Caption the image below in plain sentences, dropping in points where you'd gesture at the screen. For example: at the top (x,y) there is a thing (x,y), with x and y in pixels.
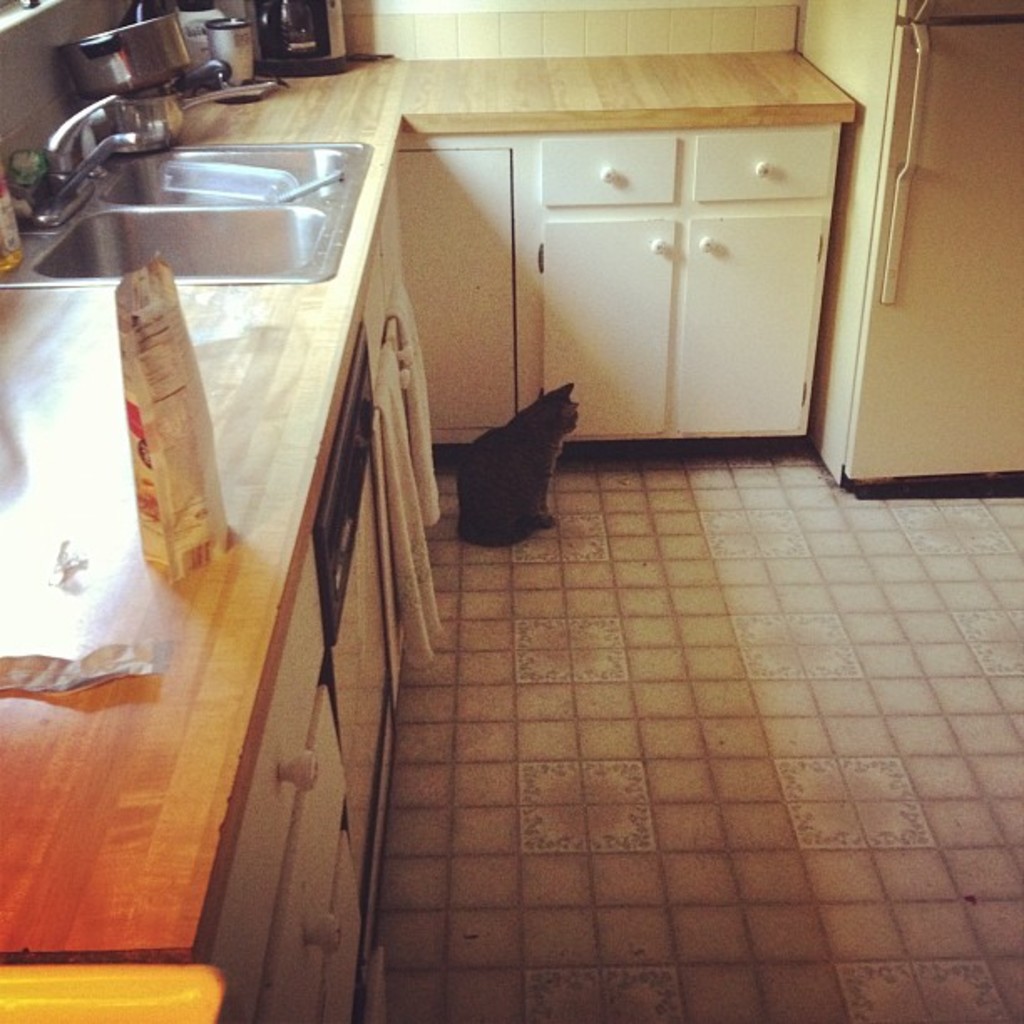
In the picture we can see inside view of the kitchen (673,811) with a desk (258,701), on it we can see the sink (329,227) with a tap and under the desk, we can see the cupboard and near it, we can see a cat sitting on the floor (918,664) beside the desk (40,852) and we can see a part of the refrigerator (916,333).
